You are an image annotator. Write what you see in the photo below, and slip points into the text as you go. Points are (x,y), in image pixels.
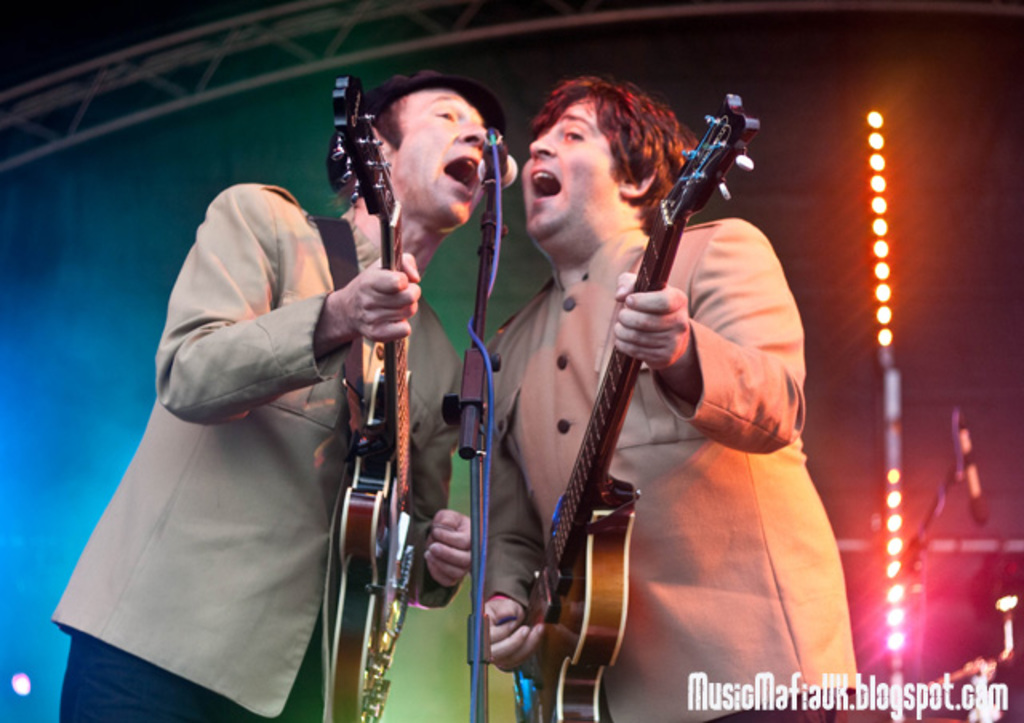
In the foreground of the image (680,220), there are two persons (749,278) singing in a mike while holding a guitar (343,545) in their hands (634,284). Both of them are wearing a suit (493,583), which is light skin in color. A roof top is made up of metal rod (254,17). At the bottom (743,696) there is a text (965,692) written. At the right side of the image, there is a focus light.
